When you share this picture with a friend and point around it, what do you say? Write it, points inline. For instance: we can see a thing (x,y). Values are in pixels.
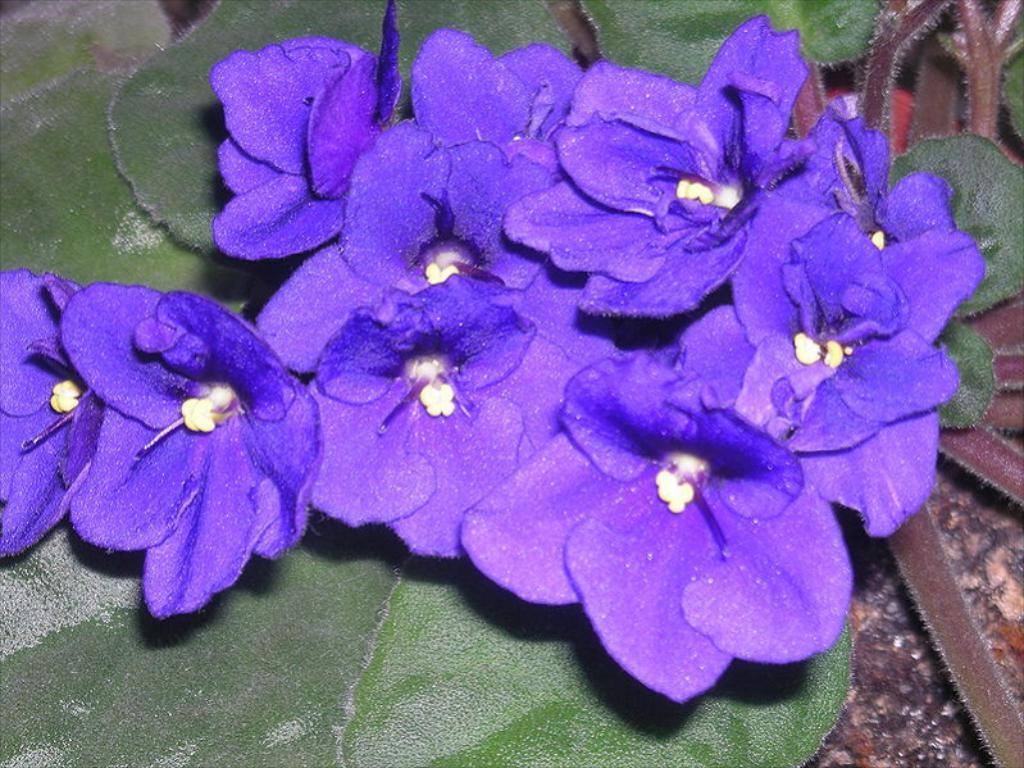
In this image, we can see some plants (868,67) and flowers (343,352). We can also see the ground (881,653).
